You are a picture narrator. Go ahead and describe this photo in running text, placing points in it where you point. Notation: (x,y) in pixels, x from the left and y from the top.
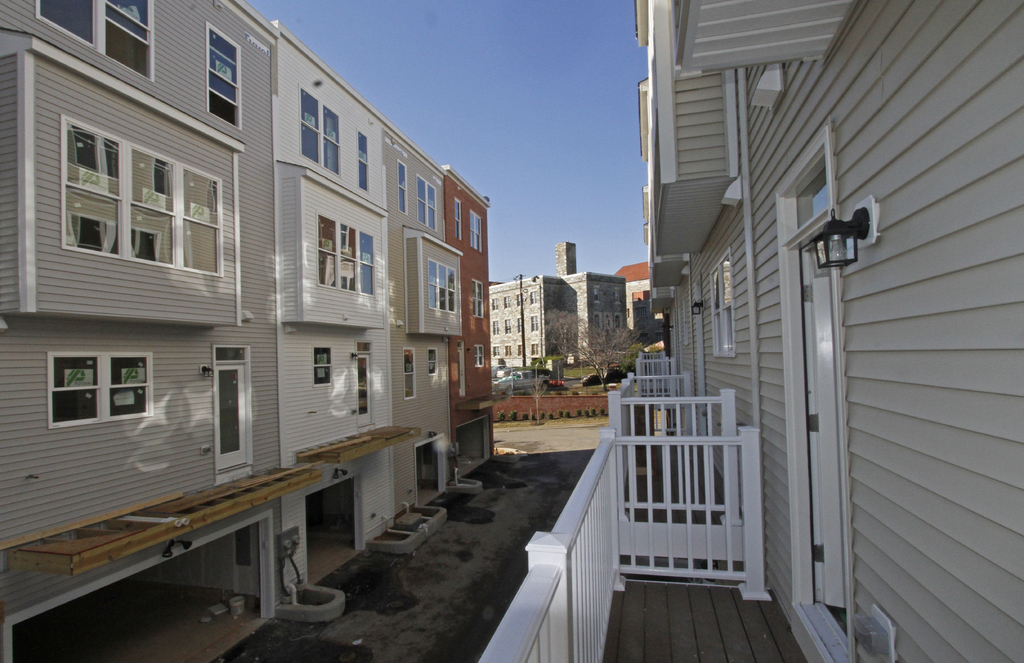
This is an outside view. Here I can see some buildings (317,290). At the bottom of the image (478,552) I can see a road (482,488). In the background (583,343) I can see some trees (604,341) and a car (525,373). On the top of the image (514,100) I can see the sky (518,56).
